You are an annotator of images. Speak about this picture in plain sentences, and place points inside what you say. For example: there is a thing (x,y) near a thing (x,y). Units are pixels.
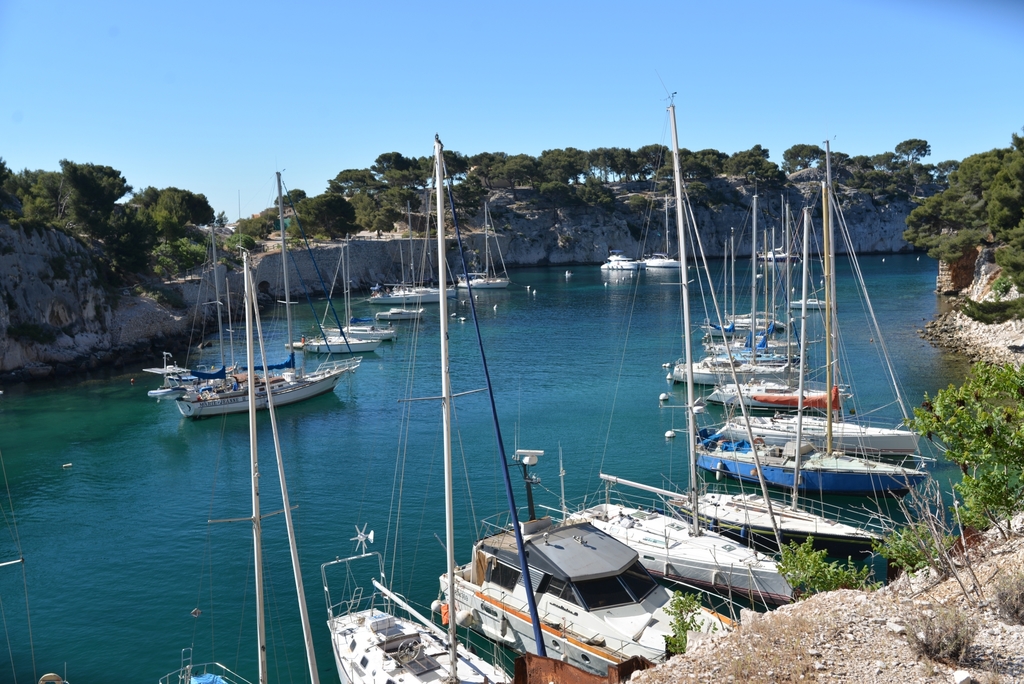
In this image I can see the boats (538,455) on the water (342,425). I can see the water (392,431) in blue color. To the side of the water (374,401) I can see many rocks (467,235) and trees (294,220). In the background (305,160) I can see the sky (446,75).
